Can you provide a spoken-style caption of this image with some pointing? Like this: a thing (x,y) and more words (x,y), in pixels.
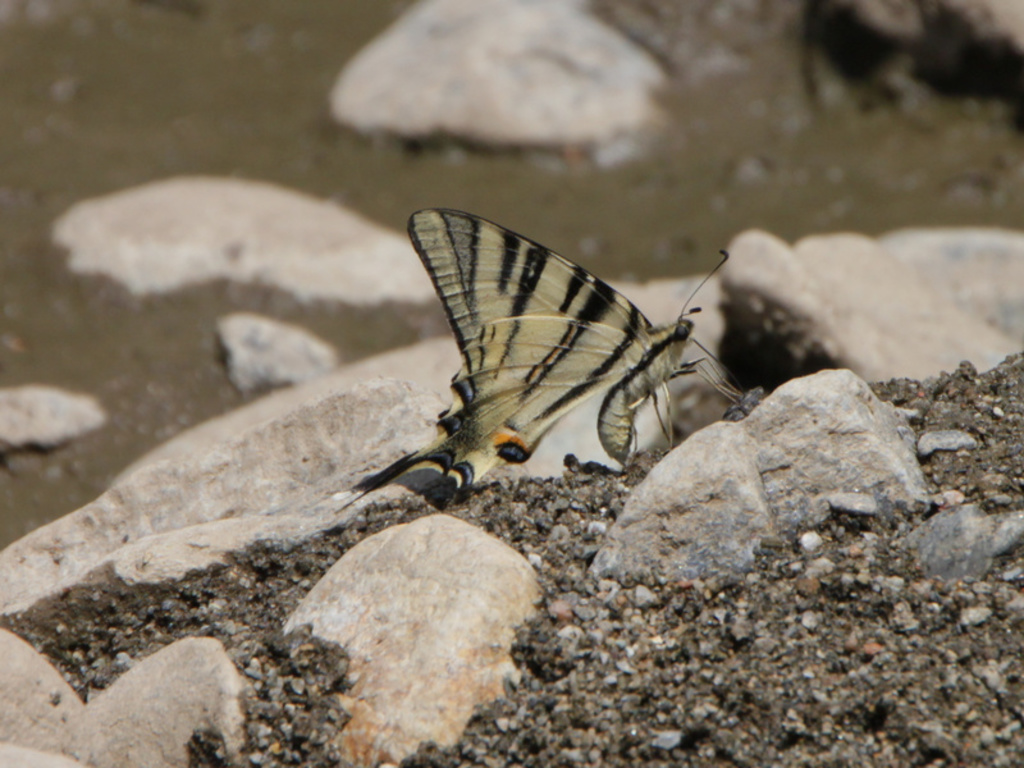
In this image I can see a butterfly (643,364) which is cream, black, grey and orange in color on the rock (560,445). I can see few rocks (388,624) and the ground (181,88).
